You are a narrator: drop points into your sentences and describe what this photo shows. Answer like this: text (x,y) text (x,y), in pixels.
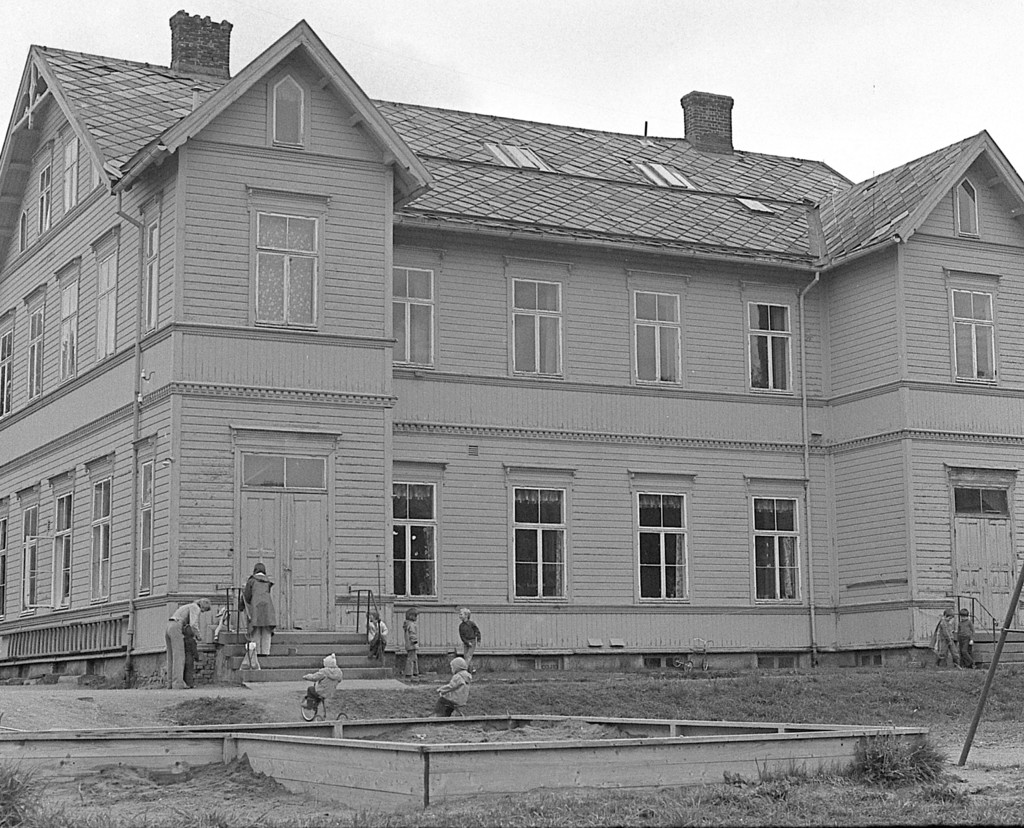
In this picture we can see a building (185,281) and a few windows (57,547) on it. There are few people (412,668) on the stairs (260,678) and some people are riding on a bicycle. We can see a pole (967,745) on the right side (1005,639). Some grass (1009,698) is visible on the ground (986,740).
